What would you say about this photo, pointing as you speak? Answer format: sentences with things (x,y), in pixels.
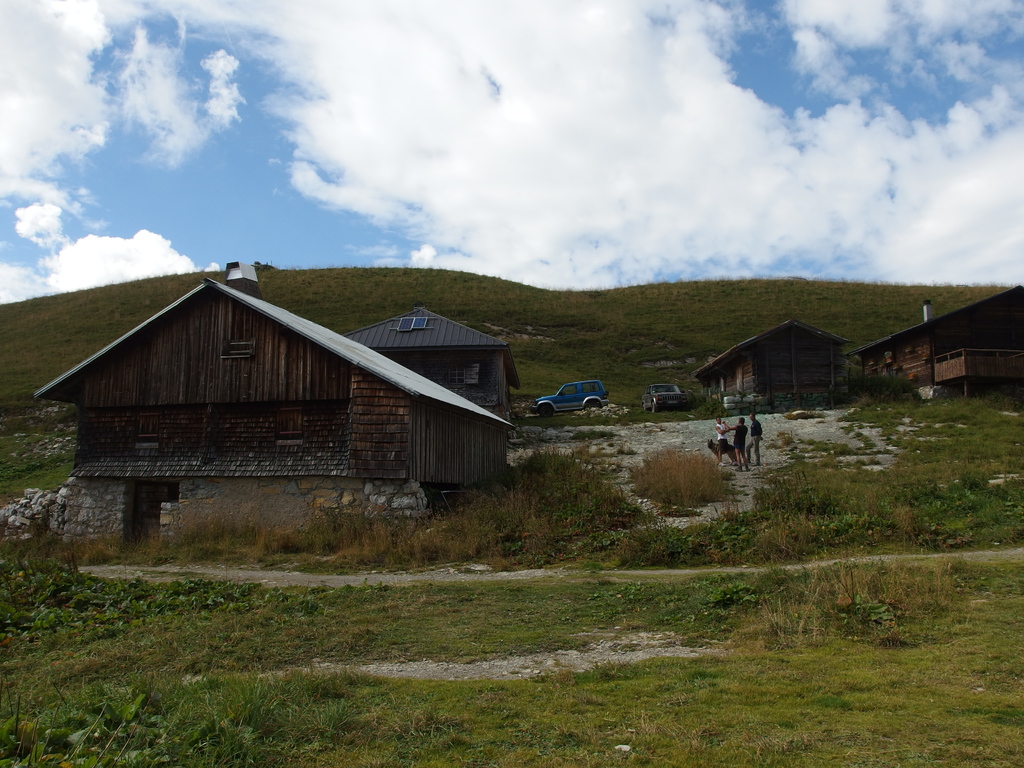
This picture is clicked outside the city. In the foreground (910,528) we can see the green grass (362,643) and the plants (618,518). In the center (387,390) we can see the group of people (736,430) and the houses (330,412) and some vehicles (537,410) parked on the ground (616,413). In the background (389,175) there is a sky (301,162) which is full of clouds (500,266) and we can see the hills (929,295).
